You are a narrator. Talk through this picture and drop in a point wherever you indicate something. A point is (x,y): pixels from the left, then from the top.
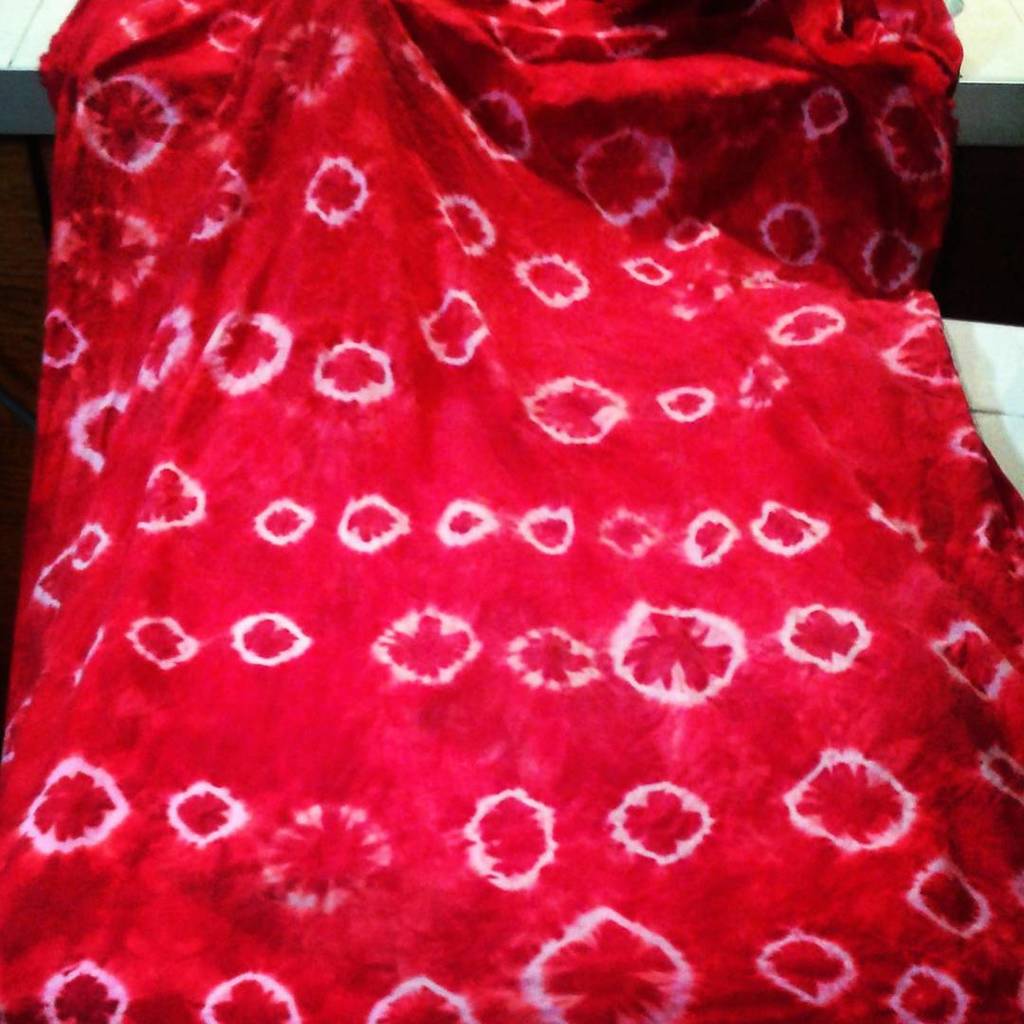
Red color cloth (192,526) is highlighted in this picture. On the red color cloth (879,519) there are white circles (549,523).
